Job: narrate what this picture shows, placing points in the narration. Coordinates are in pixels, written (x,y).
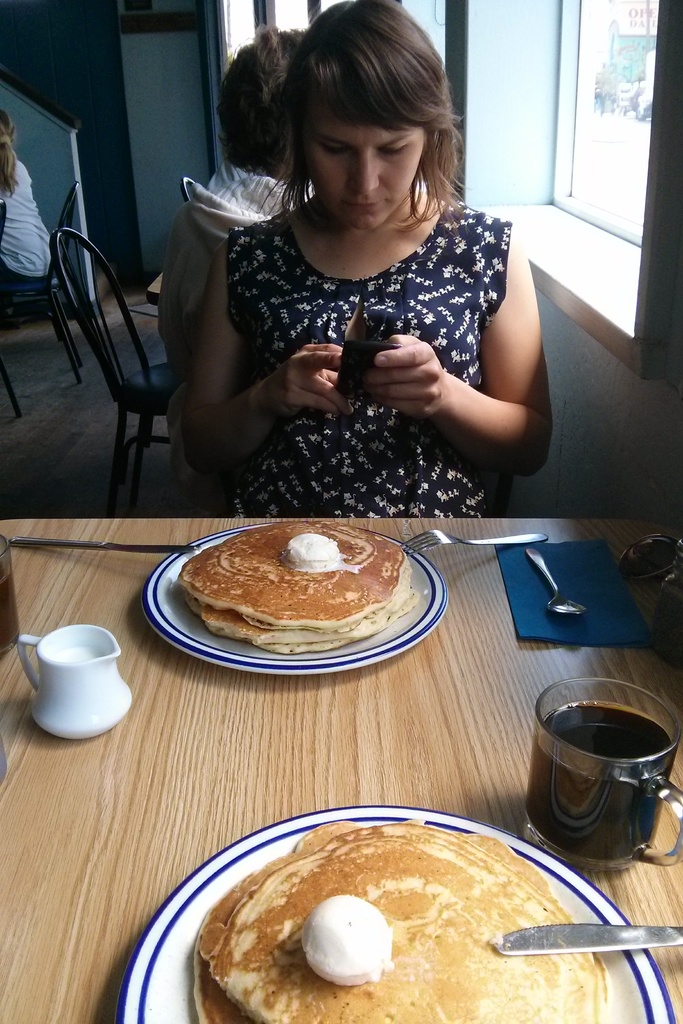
The picture is clicked in a restaurant (101,403) where a lady (469,329) is sitting on the table (448,549) with a pancake (392,587) on top of it. In the background (17,265) there are also people (243,214) sitting on the tables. There are also glass windows (579,124) in the restaurant (509,76).
